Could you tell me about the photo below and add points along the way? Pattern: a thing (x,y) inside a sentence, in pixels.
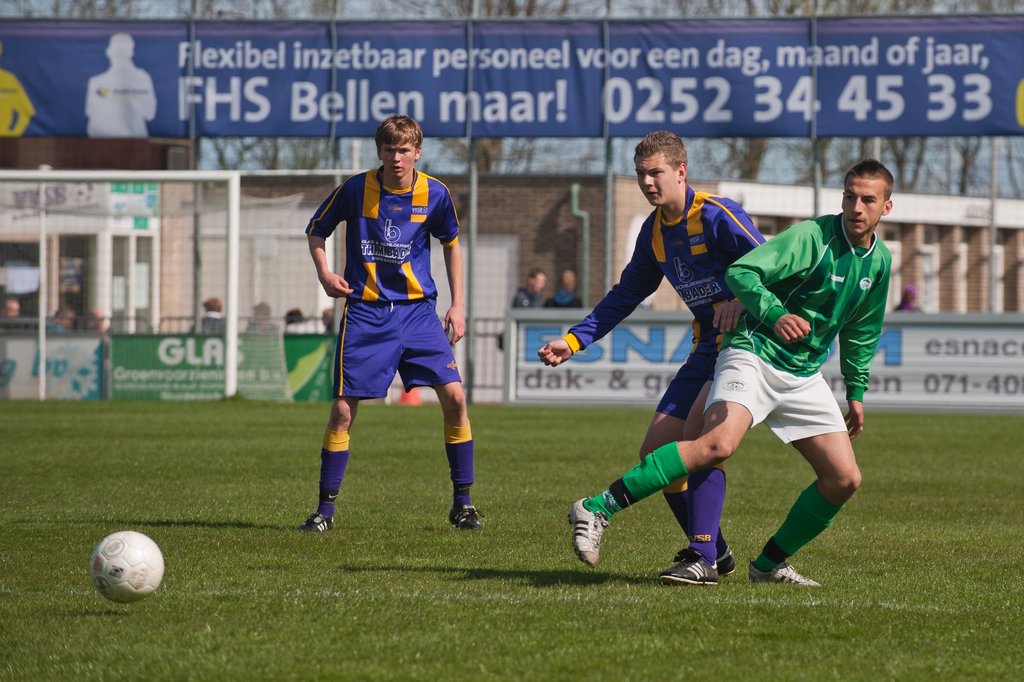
In this image I can see three persons (604,302) standing. There is a ball (134,559), there is a banner (847,68), there are poles (467,341), boards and there are barriers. In the background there are trees (217,143) and there is sky (144,7).
